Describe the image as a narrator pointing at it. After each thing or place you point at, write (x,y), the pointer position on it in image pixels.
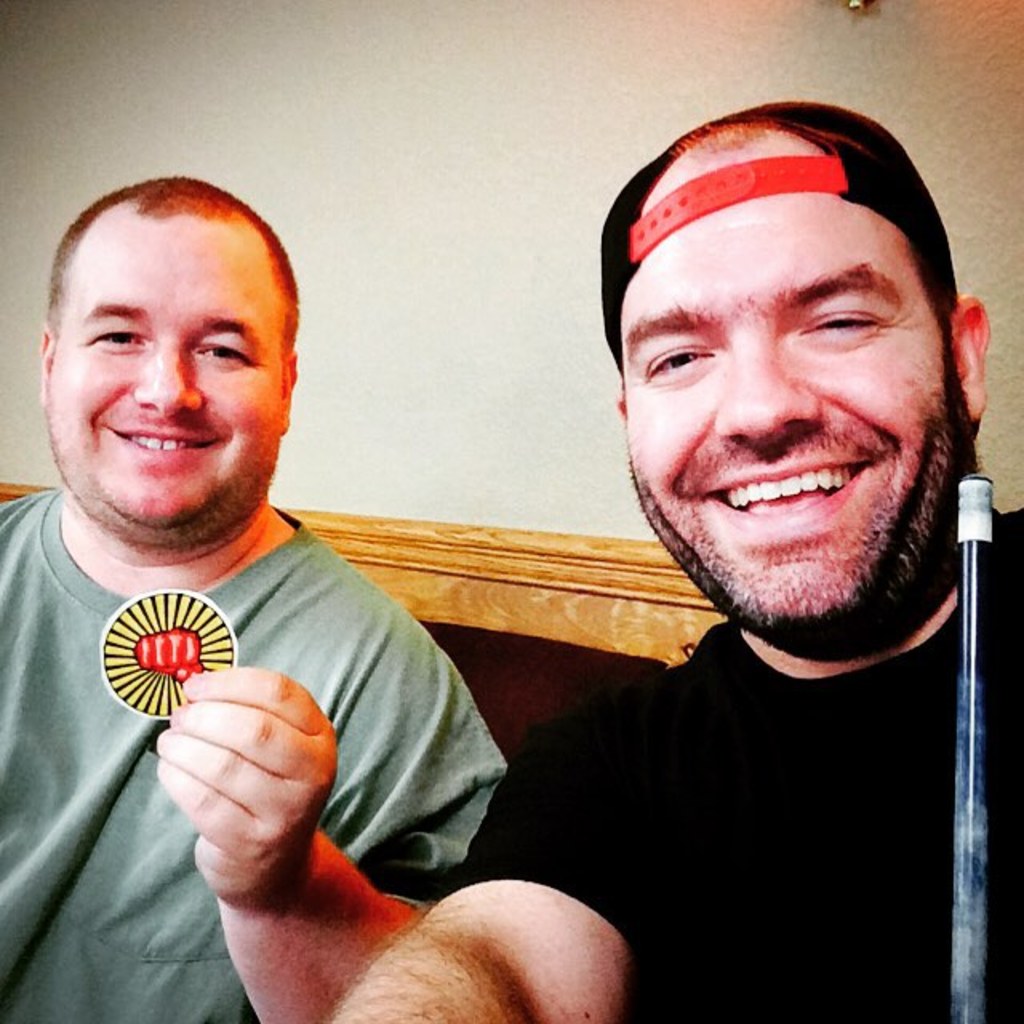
In the center of the image (675,450) we can see two persons (282,826) sitting. In the background (508,81) there is wall (355,101).
